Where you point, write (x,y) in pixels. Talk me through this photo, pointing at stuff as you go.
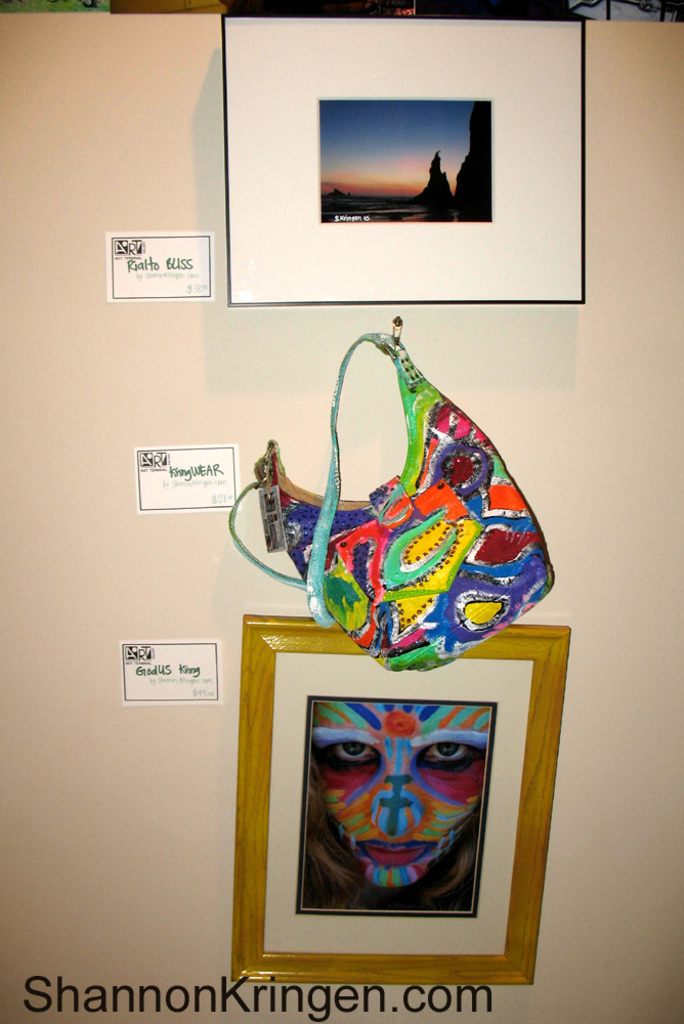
In this image, we can see a white board (126,451). On the board (199,570) we can see stickers (157,275), poster (466,211), bag (376,565) and photo frame (405,843). At the bottom of the image (365,1014), we can see a watermark (50,995).
